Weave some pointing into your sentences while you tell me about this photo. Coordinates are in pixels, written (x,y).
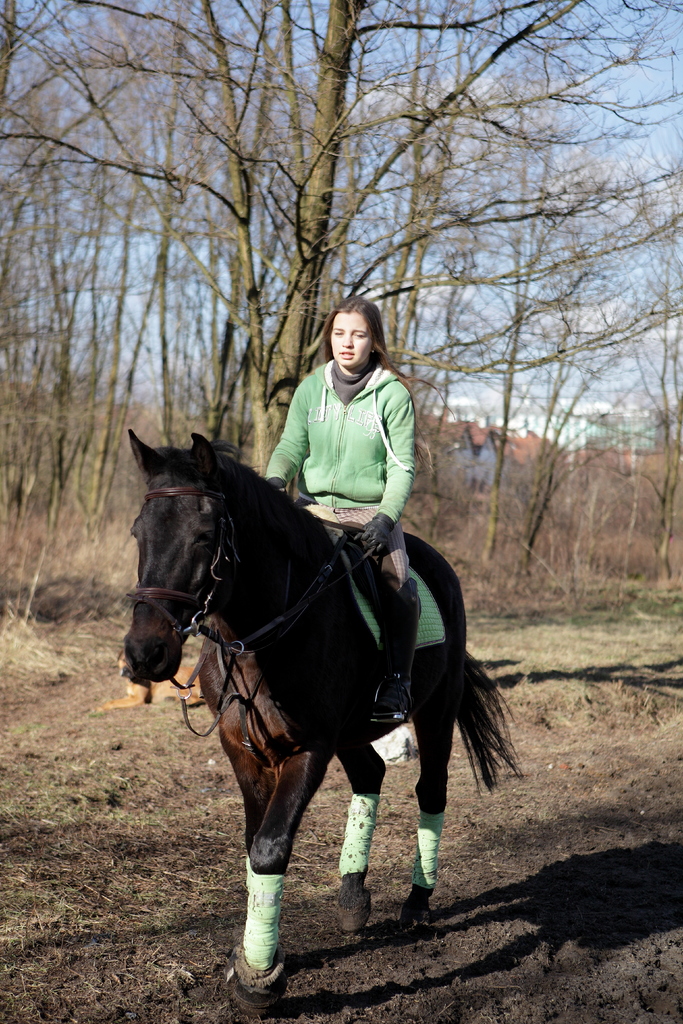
In this image I see a girl (320,475) who is sitting on the horse (259,497) and they are on the path (653,941). In the background (2,500) I see the trees (251,460) and the sky (661,112).
